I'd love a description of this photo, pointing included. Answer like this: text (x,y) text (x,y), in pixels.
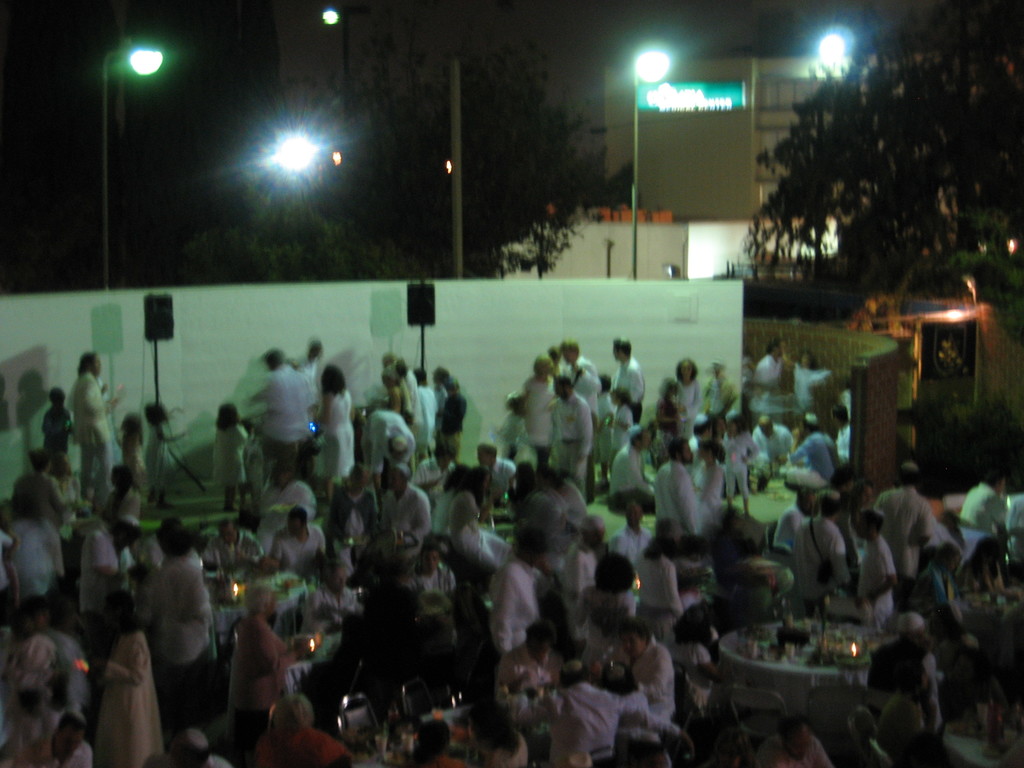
In the foreground of the picture (47,701) there are people (545,488), desks (834,667), lights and various food items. In the center of the picture (591,296) there are speakers (165,325) and wall (113,331). In the background (444,191) there are trees (873,186), street lights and buildings (723,157).
